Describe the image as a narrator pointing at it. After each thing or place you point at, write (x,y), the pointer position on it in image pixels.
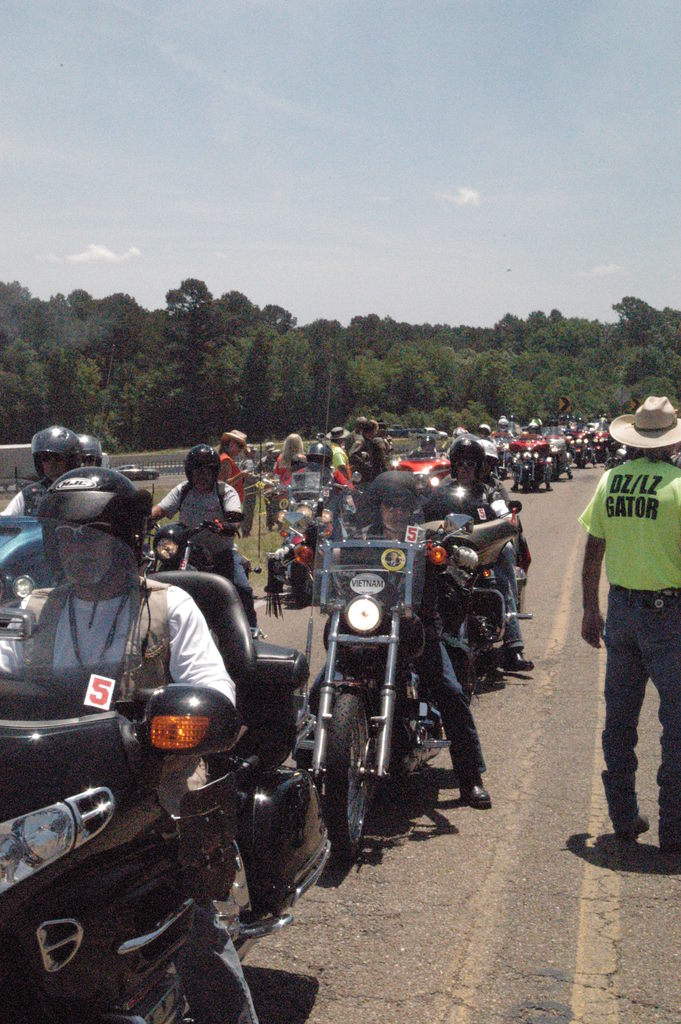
In this image there are many people (68,657) wearing helmets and riding their bikes (229,537). To the right (622,590) there is a man (639,553) standing and wearing a green colored T-shirt (643,569) and hat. He is standing on the road (606,587). In the background (477,350) there are many trees (288,327).
